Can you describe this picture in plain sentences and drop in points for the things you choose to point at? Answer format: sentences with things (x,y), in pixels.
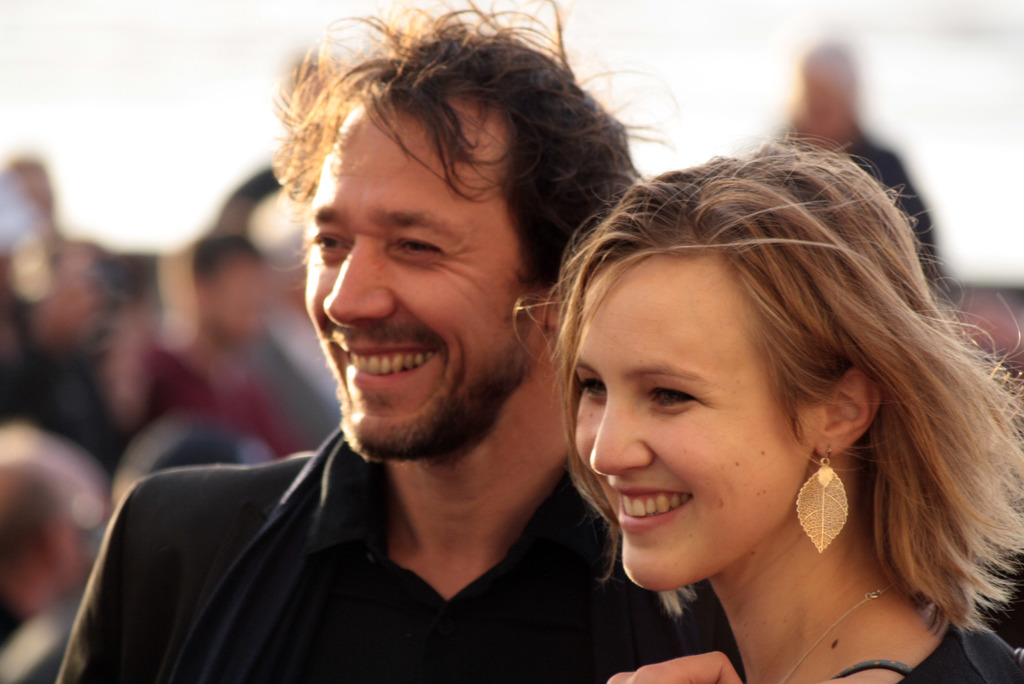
In this picture we can see a man (547,390) and a woman (742,314) smiling and in the background (96,238) we can see some persons (39,426) and it is blurry.
